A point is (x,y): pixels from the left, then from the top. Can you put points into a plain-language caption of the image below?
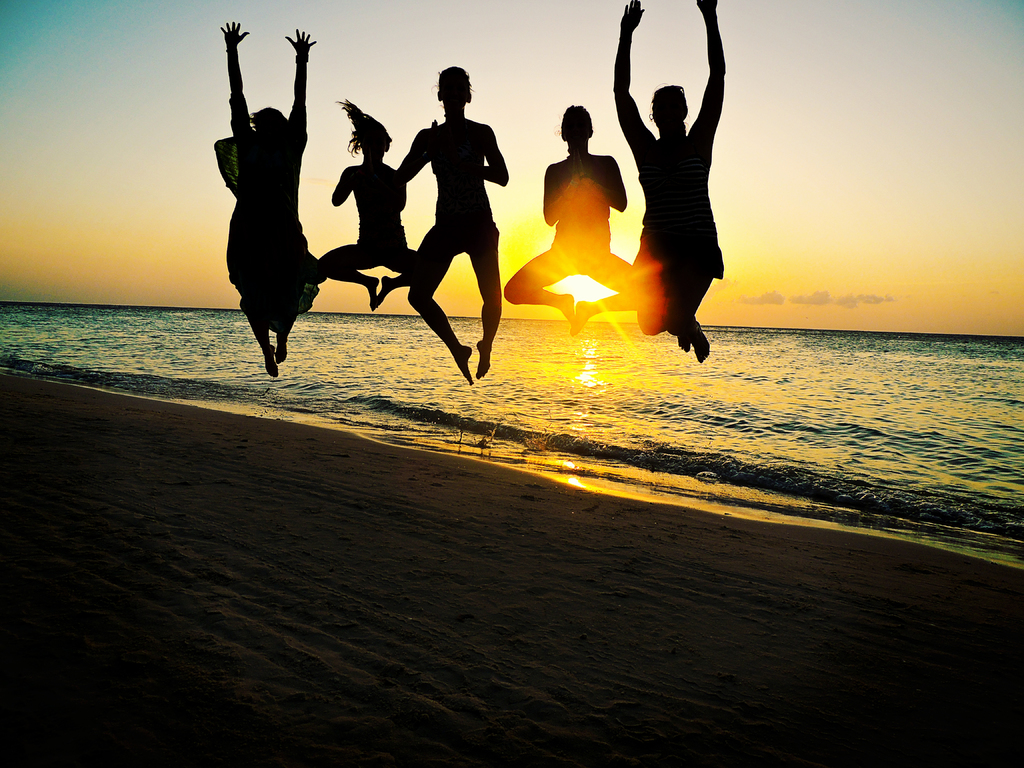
In this image we can see few people (283,296) posing for a photo and we can see the ocean (797,410). In the background (161,248), we can see the sky (921,85) and the sun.
